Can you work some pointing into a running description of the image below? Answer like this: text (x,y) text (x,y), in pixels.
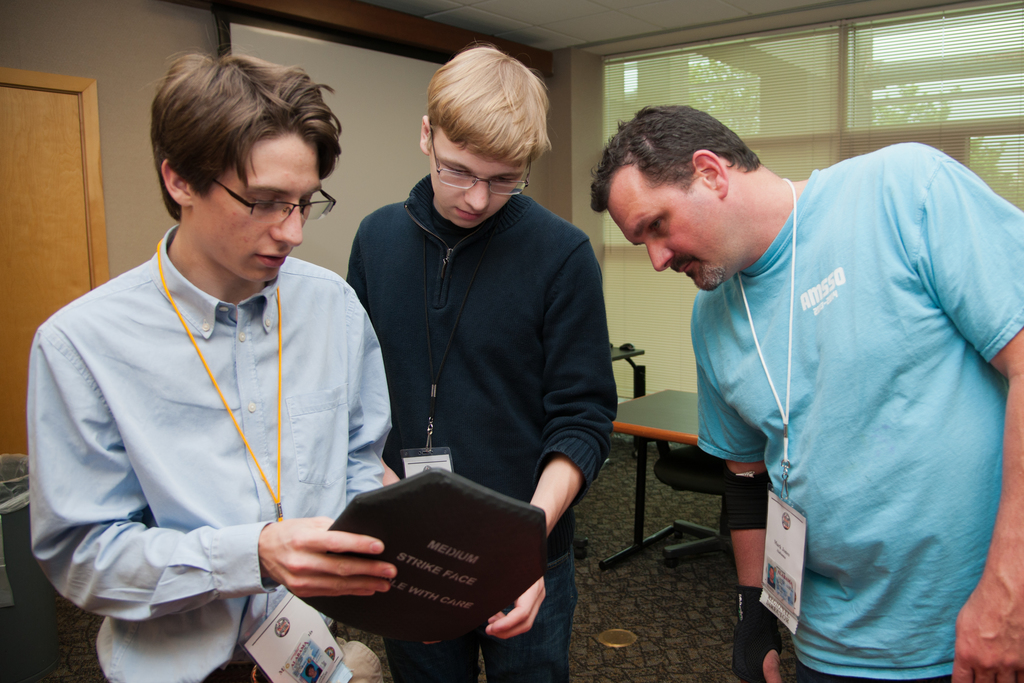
In this picture there is a person (164,445) in left corner (109,458) is standing and holding an object (421,598) in his hand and there are two persons (570,416) standing beside them and looking in to the object (528,525) and there is a projector (380,140), table (664,399) and a glass window (687,384) in the background (648,404).
